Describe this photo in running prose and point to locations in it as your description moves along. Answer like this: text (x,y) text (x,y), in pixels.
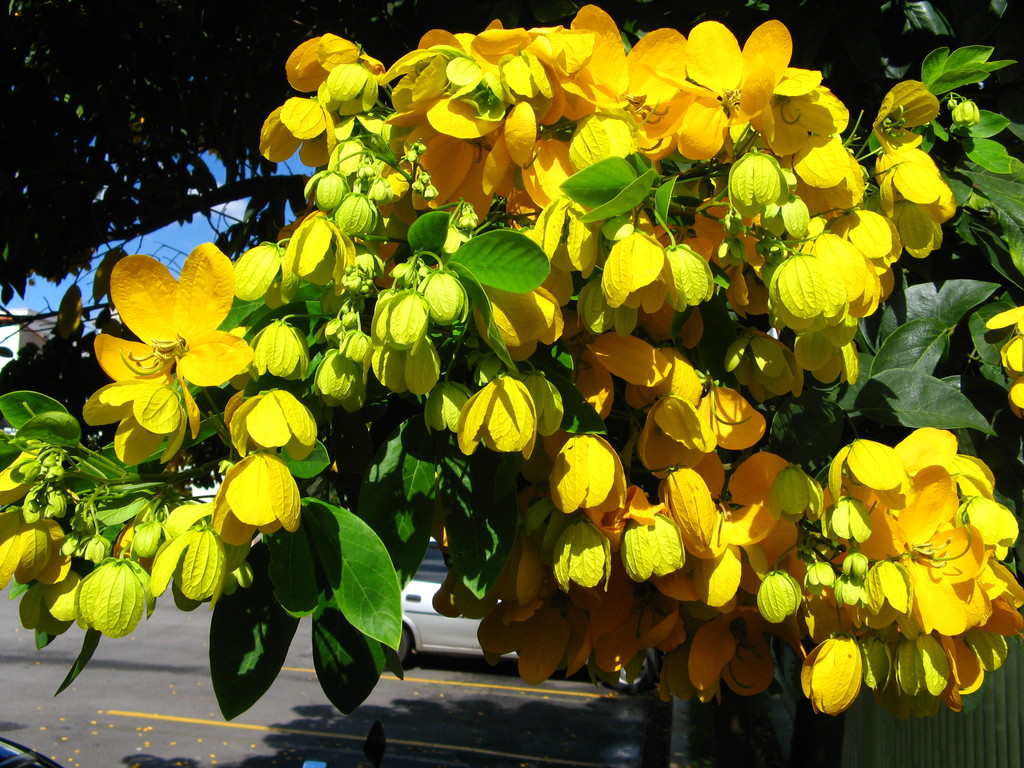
In this picture we can see flowers (139,297), leaves (131,221), car (413,598) on the road (182,701) and in the background (215,221) we can see the sky (163,253) with clouds (242,219).
